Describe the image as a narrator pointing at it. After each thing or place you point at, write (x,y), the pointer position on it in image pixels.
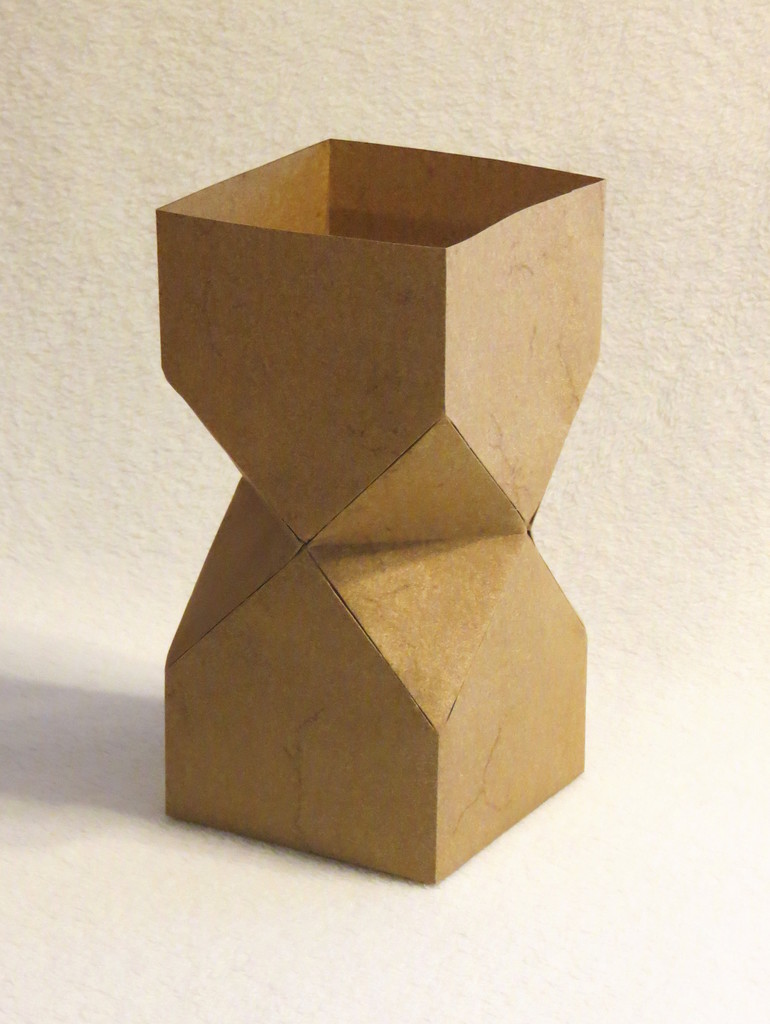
In this image there is a cardboard (326,492) shaped in a prism.
